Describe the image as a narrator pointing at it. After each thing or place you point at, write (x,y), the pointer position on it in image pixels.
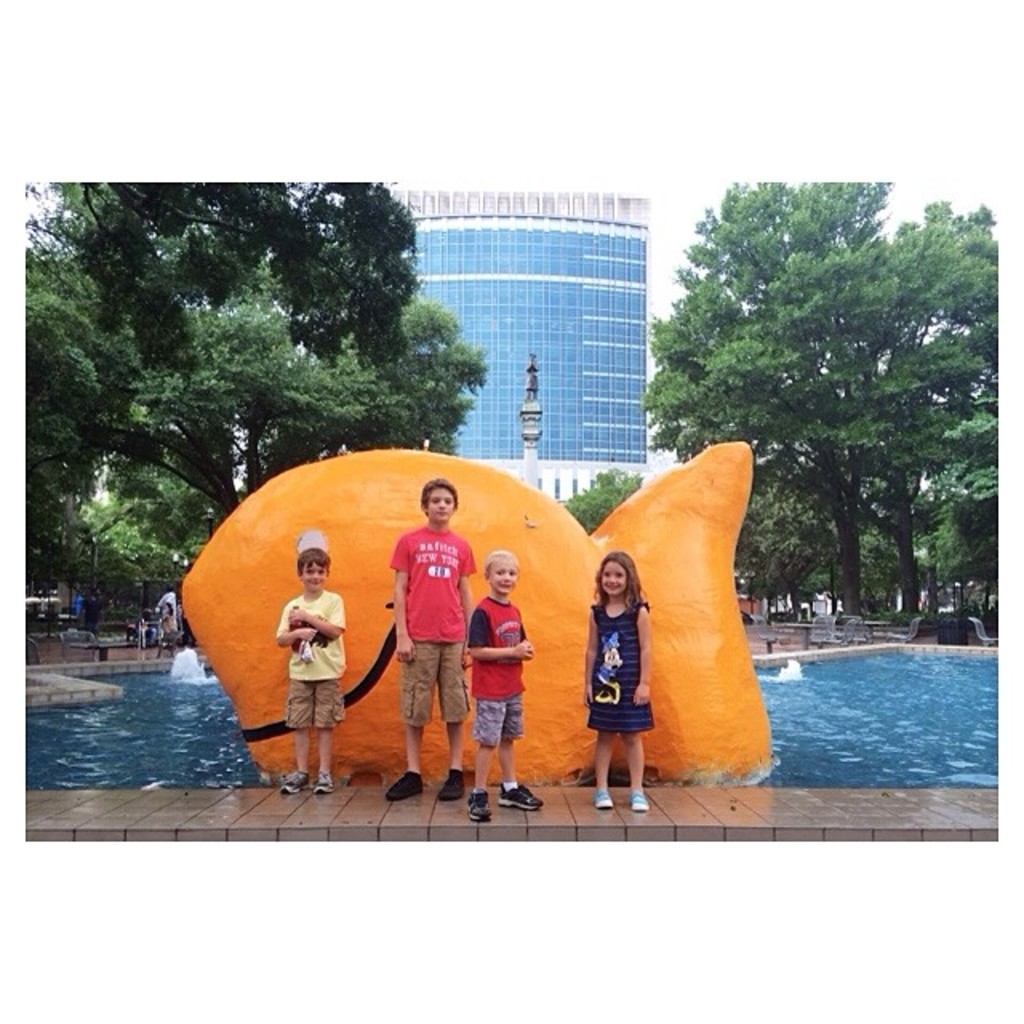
In the center of the image (498,646) we can see children (594,631) standing. In the background (565,577) there is a sculpture (370,494) and trees (728,437). At the bottom (904,718) there is swimming pool (772,735) and we can see a building (612,331).
